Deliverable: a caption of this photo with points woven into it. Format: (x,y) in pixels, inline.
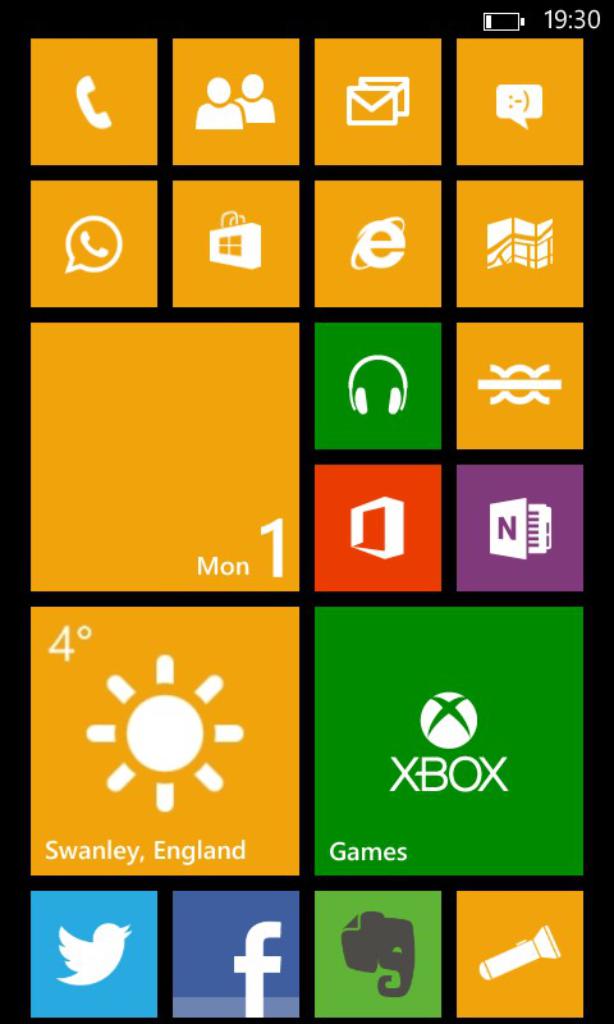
It is a screen shot of a mobile home page (262,187) and it is displaying the menu (243,292) of all the applications (275,458) in a mobile phone (599,586).
